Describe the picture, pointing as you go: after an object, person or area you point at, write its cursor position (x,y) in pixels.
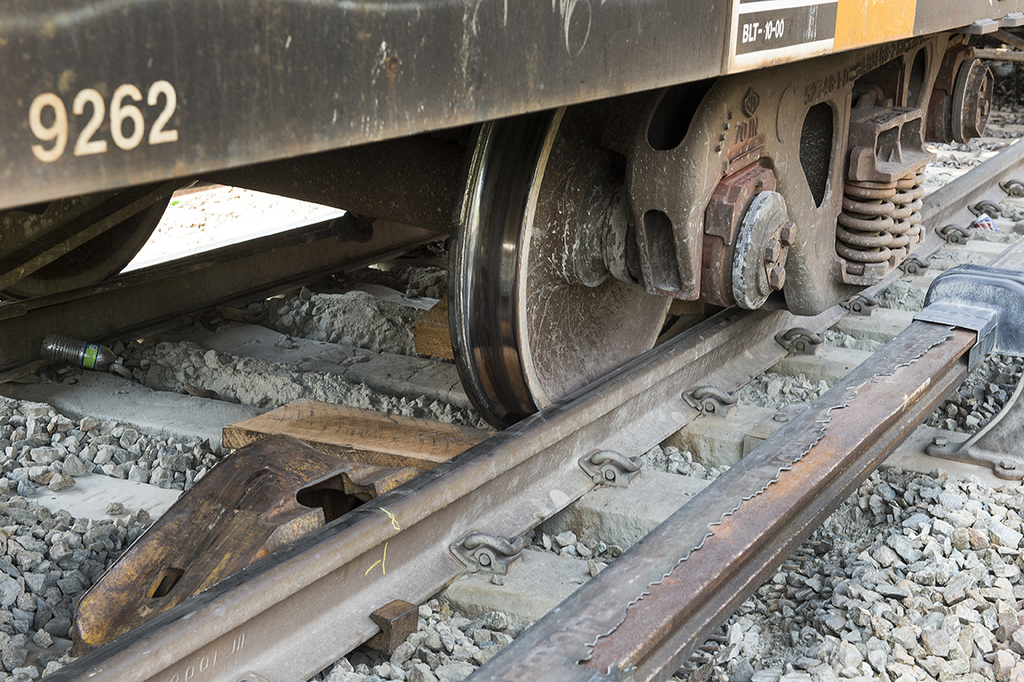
In this picture we can see train (723,62) on the railway track (729,450). On the bottom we can see wooden sticks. Here we can see many stones (989,619). On the top left corner (32,124) we can see some number (33,110). On the top (787,0) there is a board (810,45).
